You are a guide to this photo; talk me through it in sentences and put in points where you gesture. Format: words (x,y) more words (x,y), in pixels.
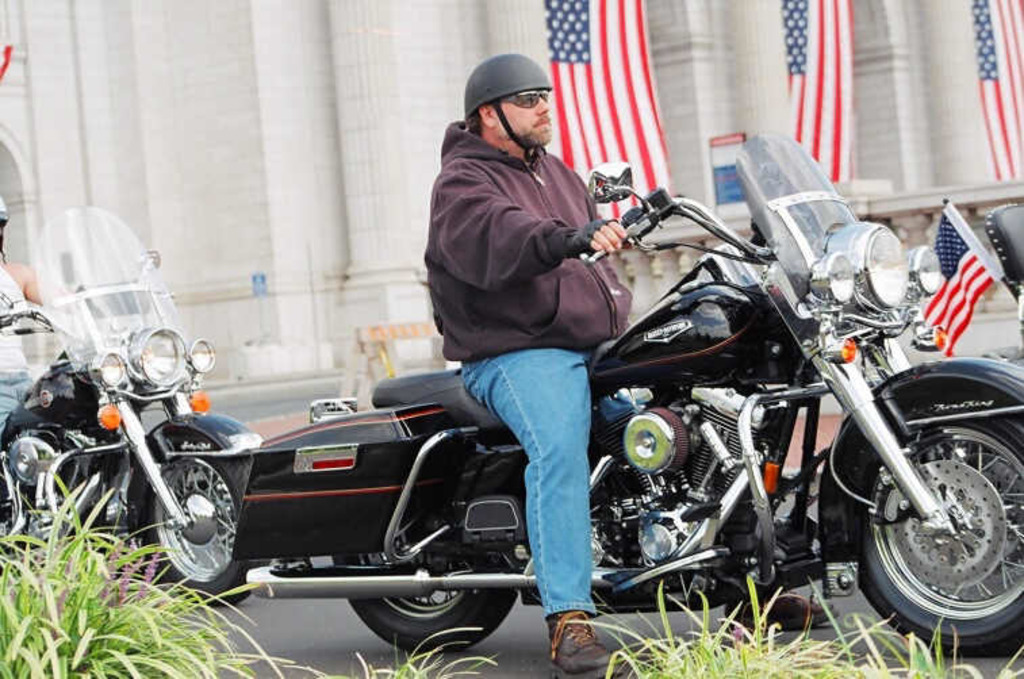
In this picture there is a man (562,301) riding a bike (378,600) in the road (316,651) and the back ground (694,44) there is another person (2,275), grass (57,664), flag (620,11), building (675,37).
